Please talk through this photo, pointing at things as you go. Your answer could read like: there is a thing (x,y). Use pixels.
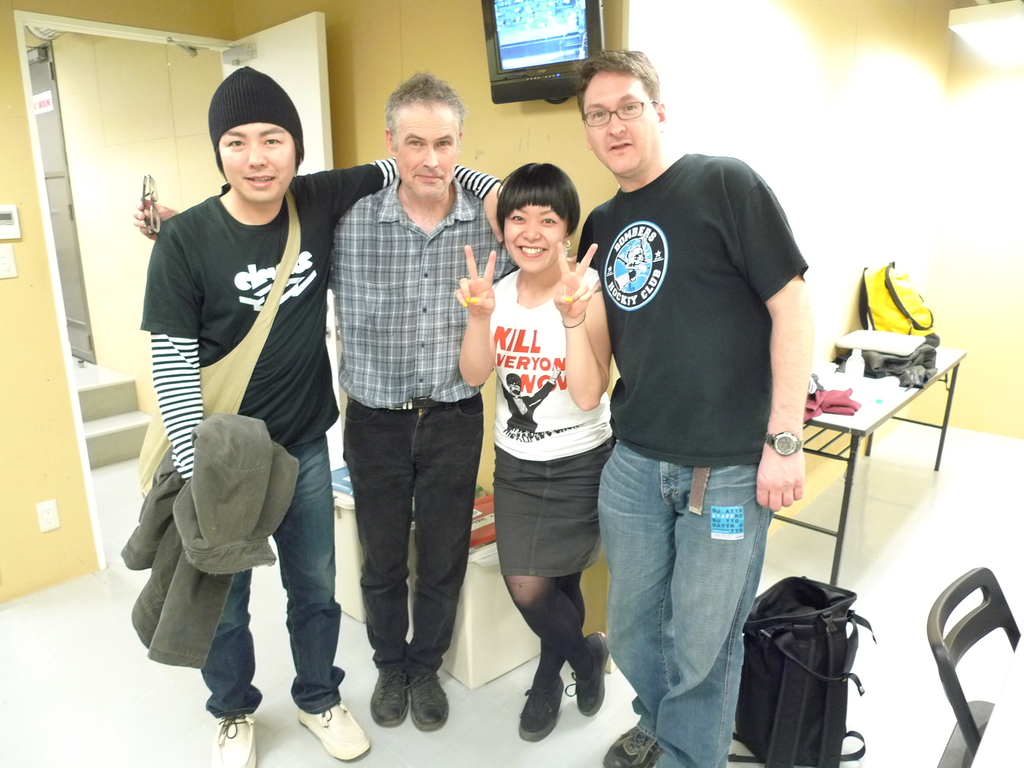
In this image we can see four people (597,320) standing. One person (285,314) is wearing cap (257,92) and bag (274,307). Also he is holding a jacket (234,487). On the right side (938,625) there is a chair (984,625). Also there is a table (879,390) with some items (816,404). In the back (824,83) there is a wall (807,88) with screen (597,43), light (1013,34) and a door (277,47).
